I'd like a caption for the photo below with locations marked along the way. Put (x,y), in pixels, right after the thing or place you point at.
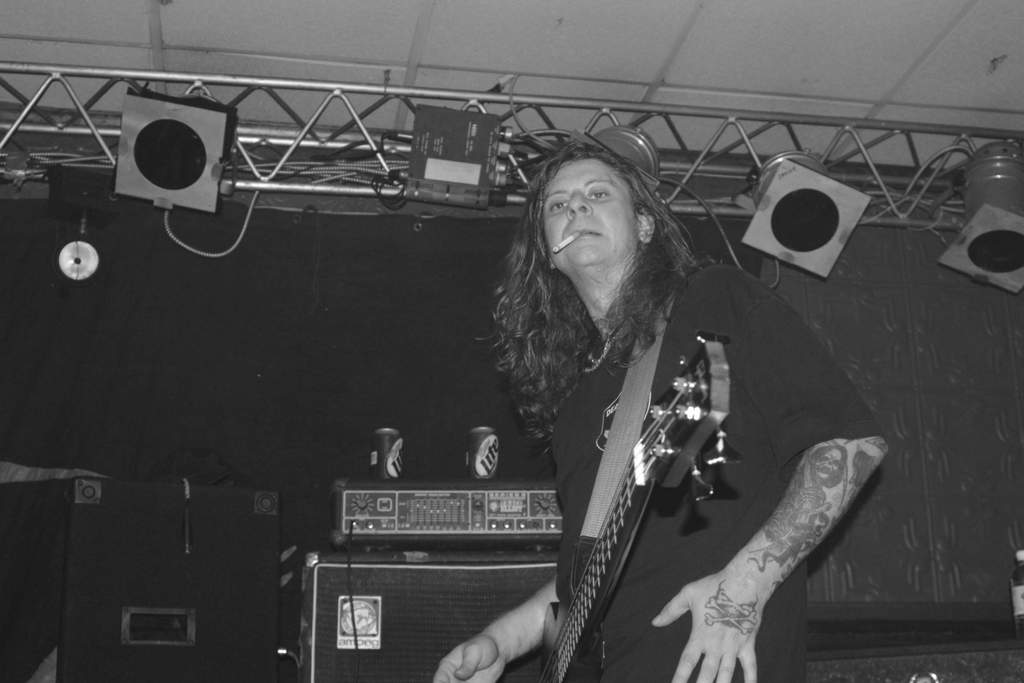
a person (798,521) is standing and holding a guitar (614,537). there is a cigar (566,248) in his mouth (594,240). behind him there are speakers (318,647).
